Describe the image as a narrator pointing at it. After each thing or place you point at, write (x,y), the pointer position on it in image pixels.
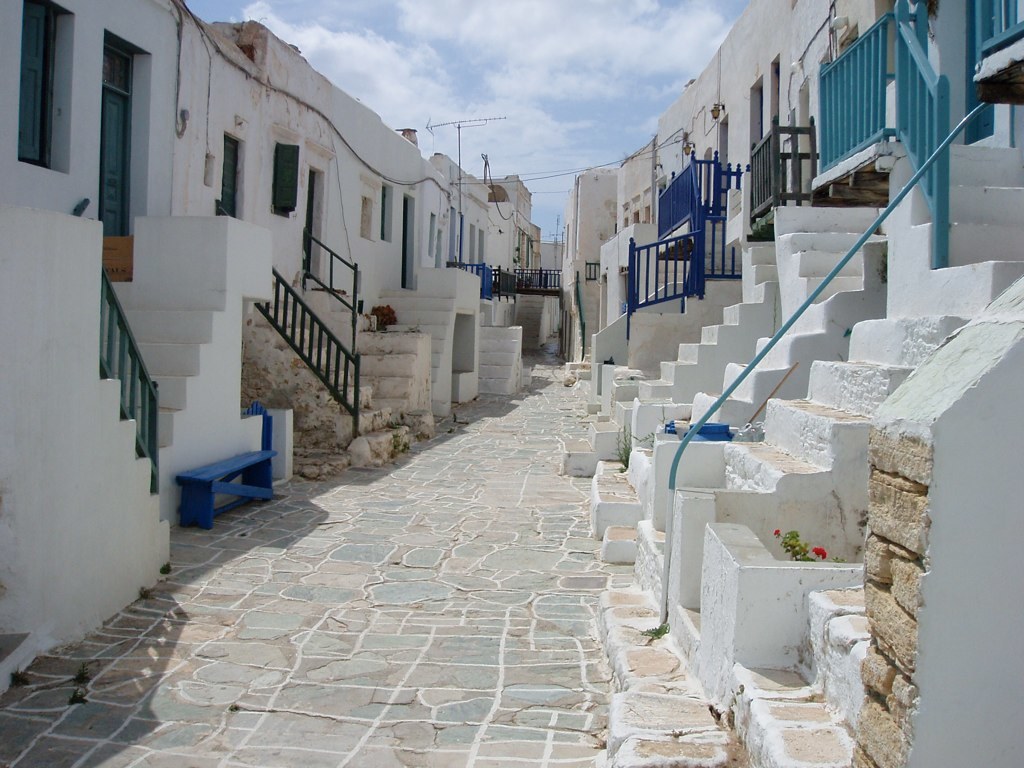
In the image we can see there are buildings (189,391) and these are the windows (29,124) and doors (110,153) of the building (104,223). Here we can see stairs (840,321), fence (675,196) and footpath (445,599). We can even see a flower plant (795,555). Here we can see the electric poles (461,163) and electric wires (565,171) and a cloudy pale blue sky (476,65).
